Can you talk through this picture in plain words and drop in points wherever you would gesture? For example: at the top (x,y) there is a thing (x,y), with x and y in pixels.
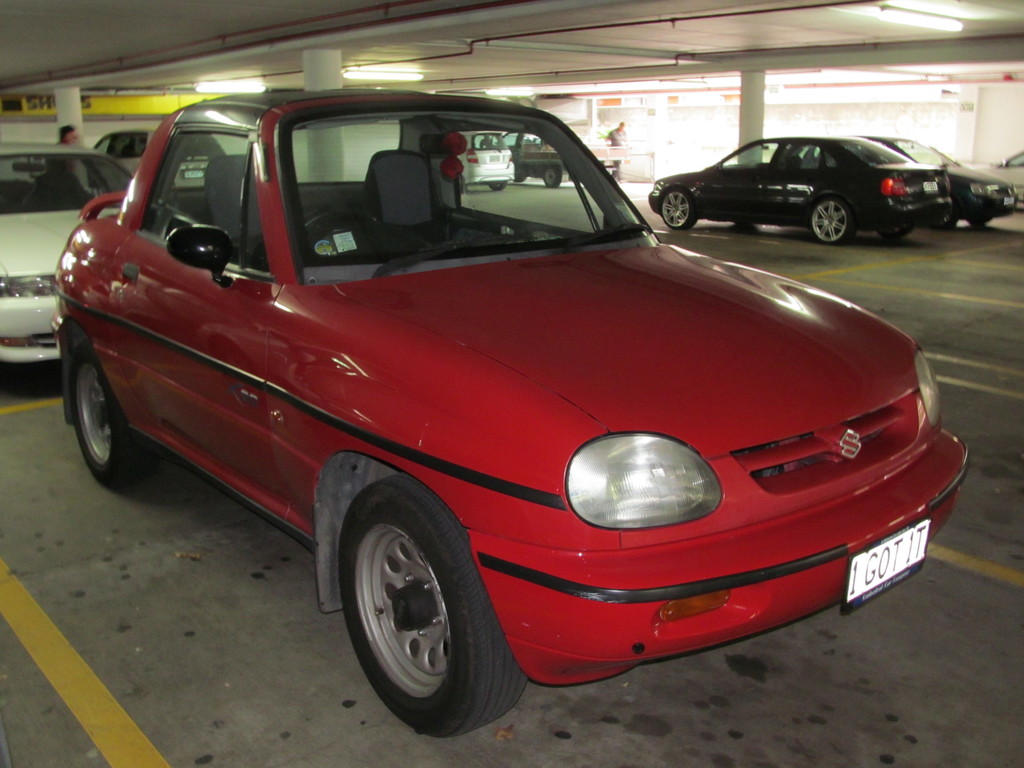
In this image on the foreground (755,314) there is a red car (794,477) and there are some other cars (915,208) on the right side (879,232).
